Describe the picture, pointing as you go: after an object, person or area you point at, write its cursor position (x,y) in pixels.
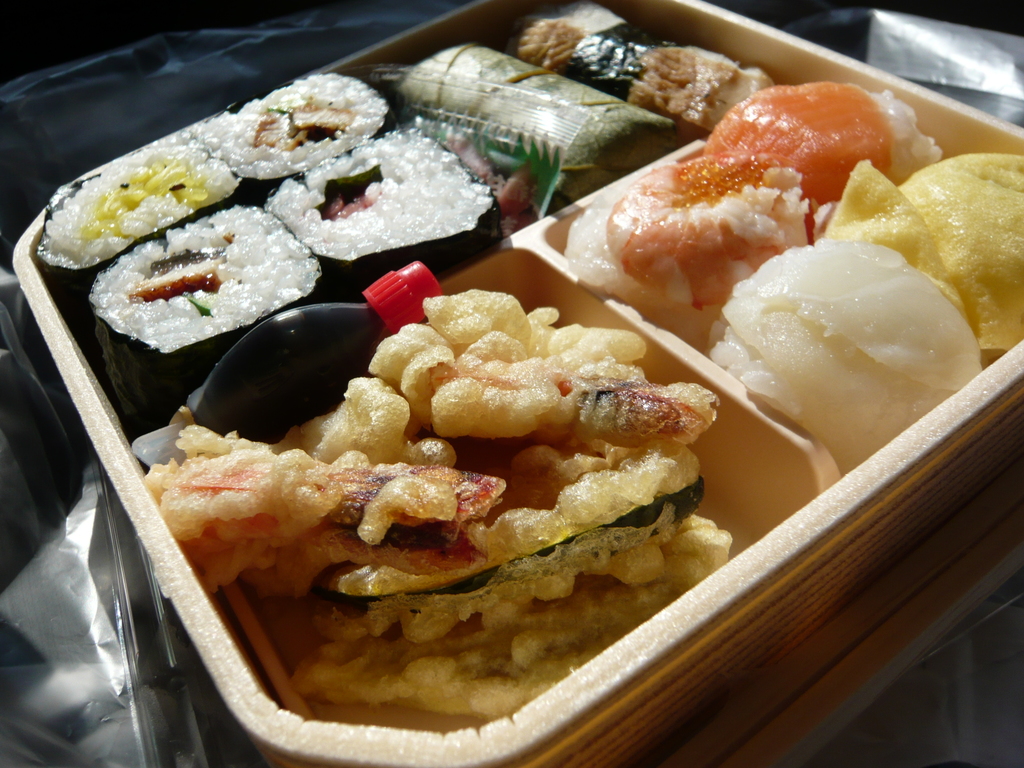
In this image, we can see some food item (503,338) on a plate (796,582) is placed on the surface (824,762). We can also see some cover (69,542).
